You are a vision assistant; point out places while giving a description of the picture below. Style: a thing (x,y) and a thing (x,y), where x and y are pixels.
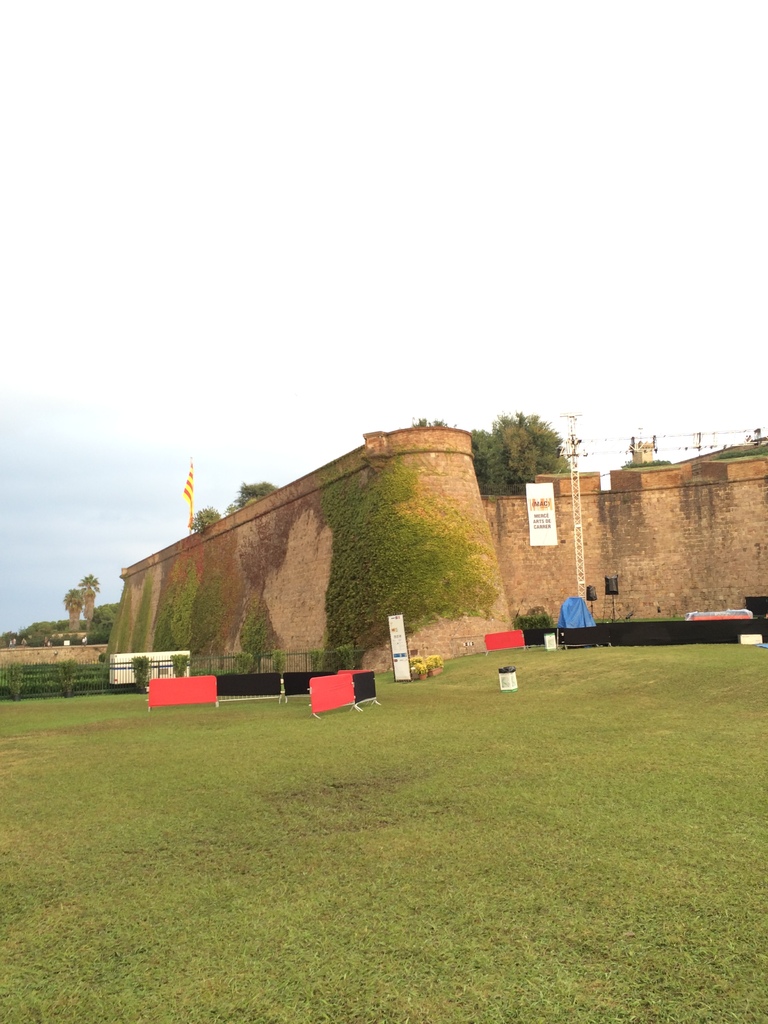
In this image we can see a fortification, there are trees (88,581), there is a grass (391,760), there is a fencing (242,691), there is a white board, there is a sky (366,288).
